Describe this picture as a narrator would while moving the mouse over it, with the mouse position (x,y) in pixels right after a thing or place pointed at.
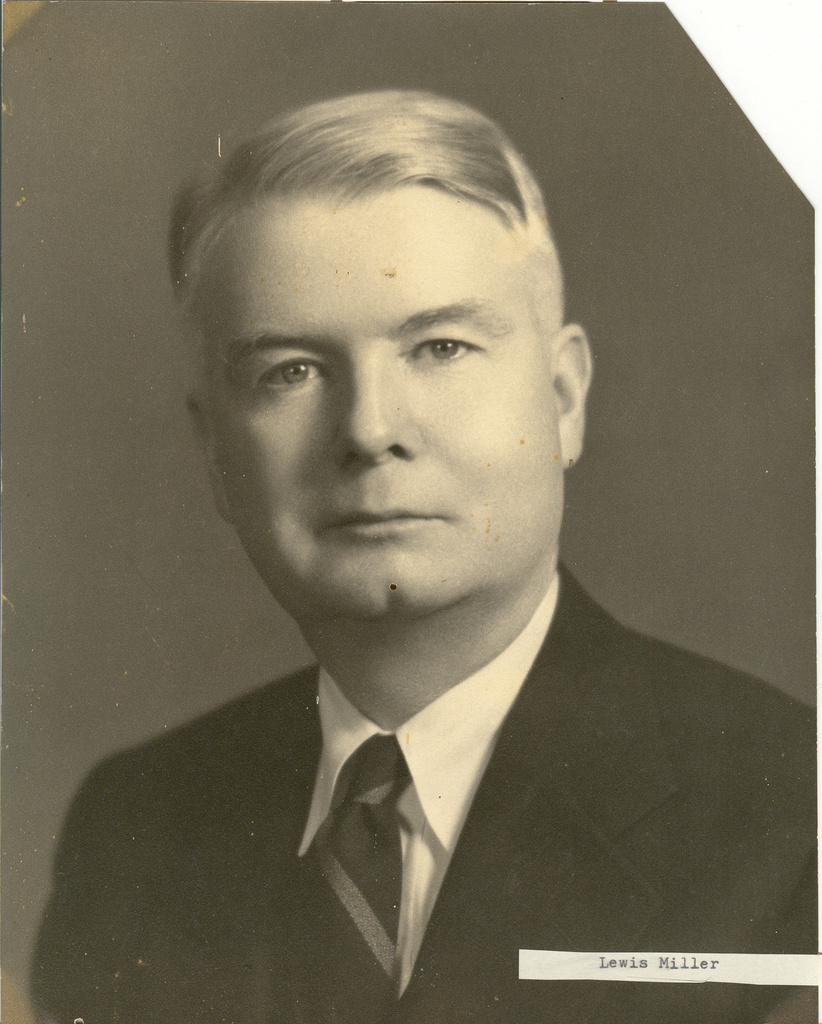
Black and white picture of a man (208,960). He wore a suit (437,901) and tie (373,884). Bottom of the image (665,961) there is a watermark (696,976).
